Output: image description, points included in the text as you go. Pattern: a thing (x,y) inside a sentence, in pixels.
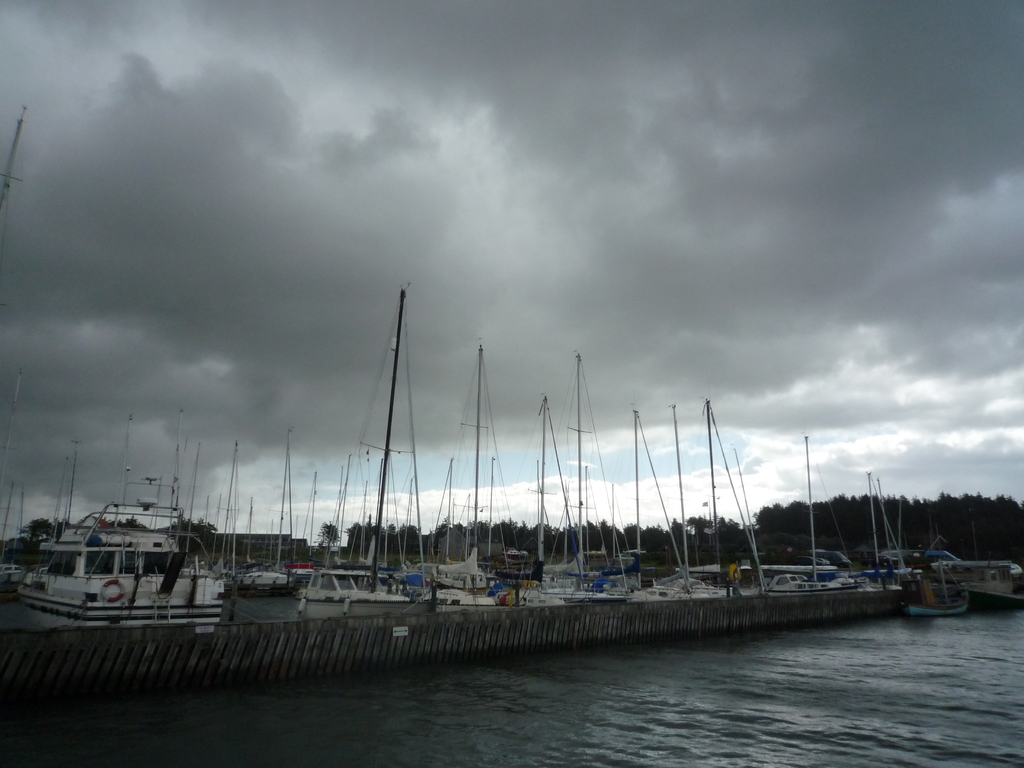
In the picture I can see boats (320,612) on the water (669,745). In the background (846,539) I can see trees (773,529) and the sky (500,425).
